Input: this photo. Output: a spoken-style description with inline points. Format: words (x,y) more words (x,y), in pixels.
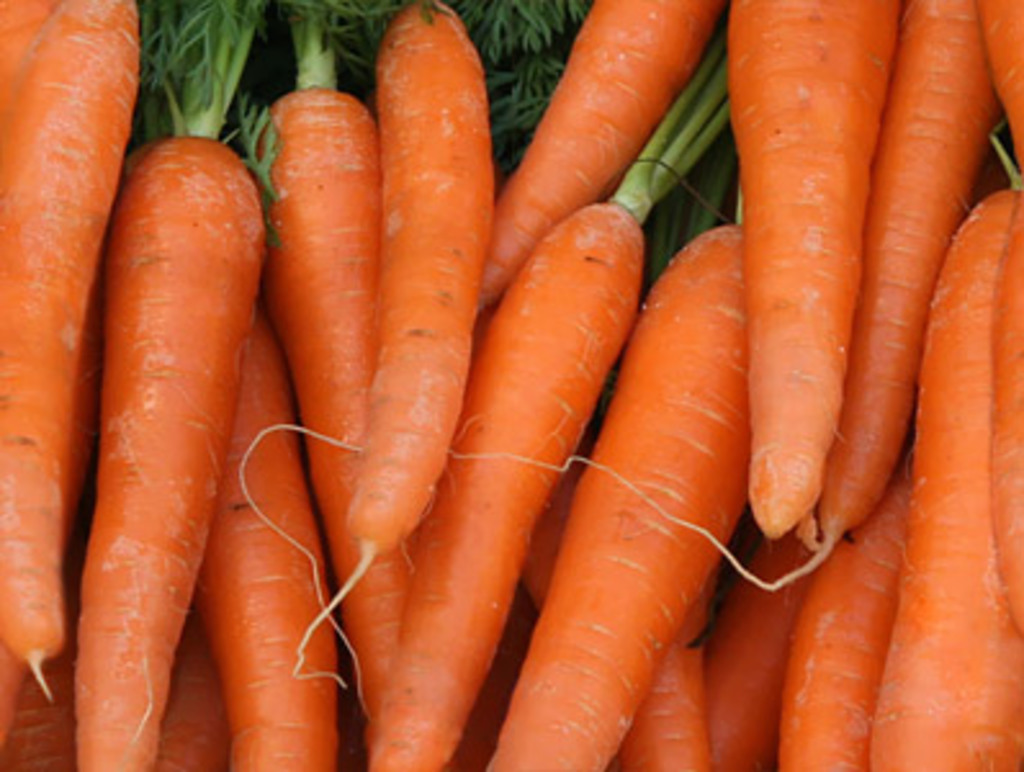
There are many orange carrots (525,379) with leaves (640,181).
